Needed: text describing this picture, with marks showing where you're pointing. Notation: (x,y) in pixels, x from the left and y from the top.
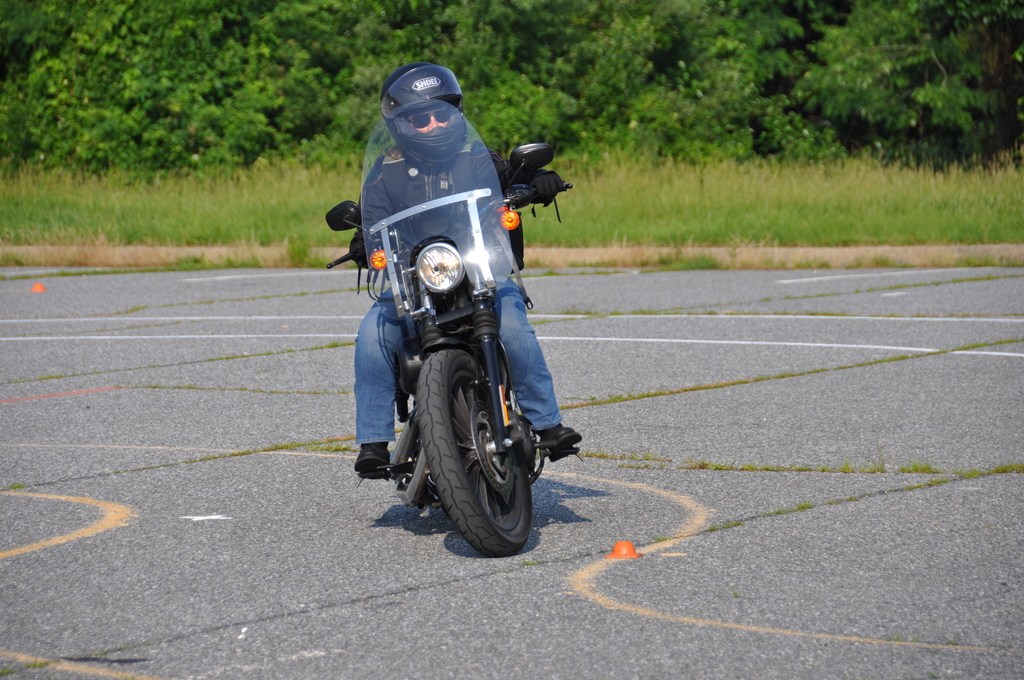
In this image I can see a person (377,383) riding a bike (416,197) and the person (364,386) is wearing black jacket (398,190), blue pant (364,373). Background (930,183) I can see grass (831,200) and trees (667,61) in green color.
